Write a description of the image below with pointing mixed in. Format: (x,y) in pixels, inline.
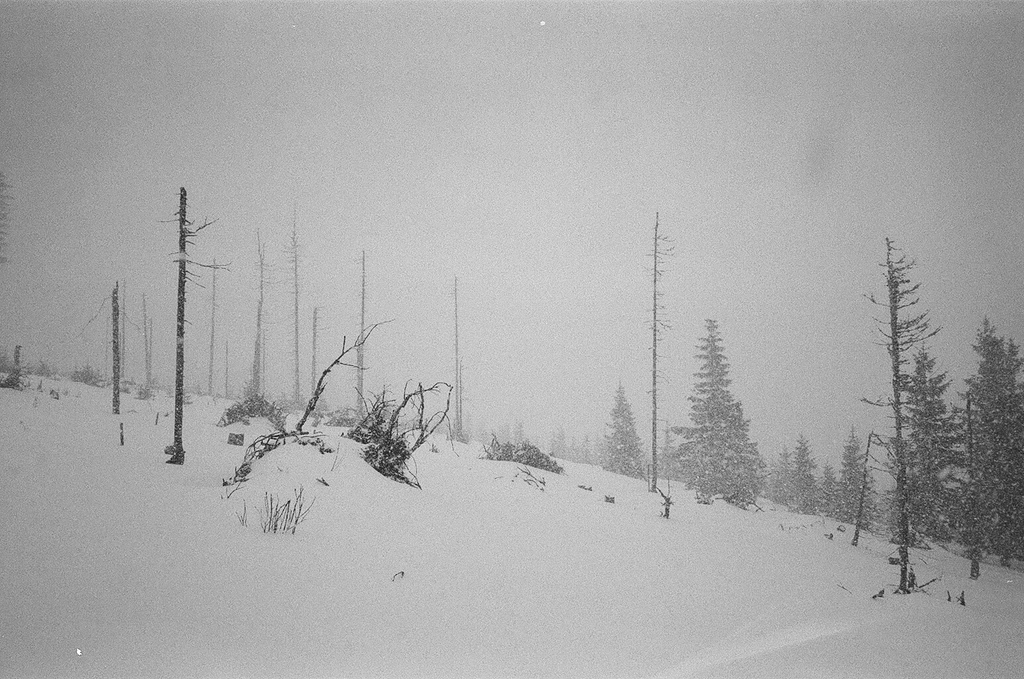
In this picture we can see trees (711,494), poles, plants (396,449), snow (517,534) and in the background (385,360) we can see the sky (502,138).
